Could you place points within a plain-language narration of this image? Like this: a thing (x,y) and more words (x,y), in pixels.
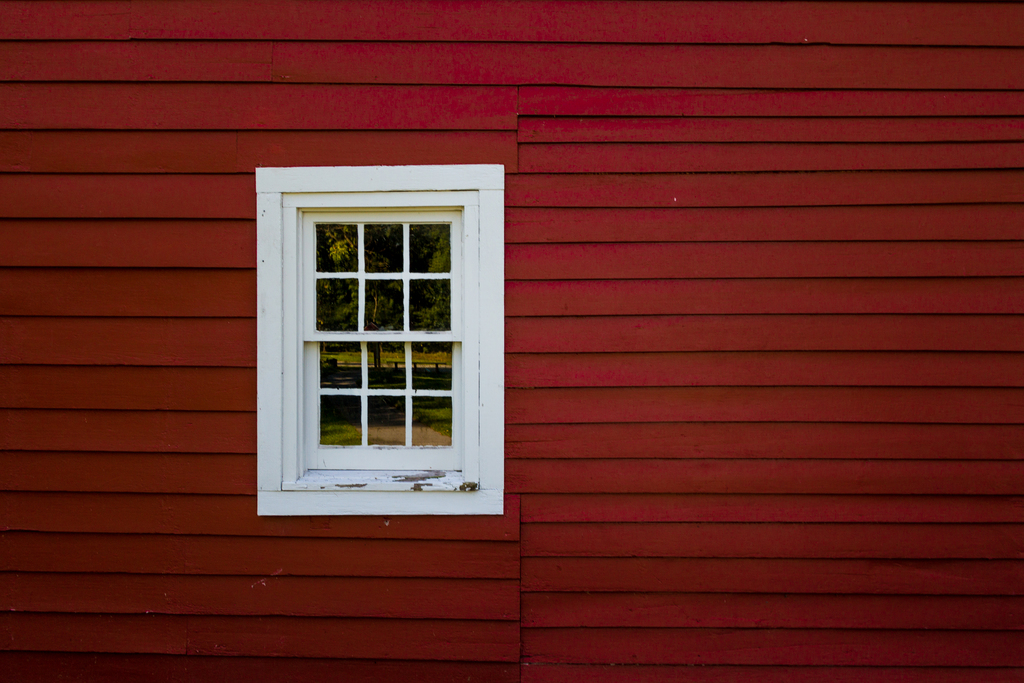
In this image we can see a red color wall (462,123) and a white color window (376,265), through the window (363,299) we can see there are some trees (382,351).
